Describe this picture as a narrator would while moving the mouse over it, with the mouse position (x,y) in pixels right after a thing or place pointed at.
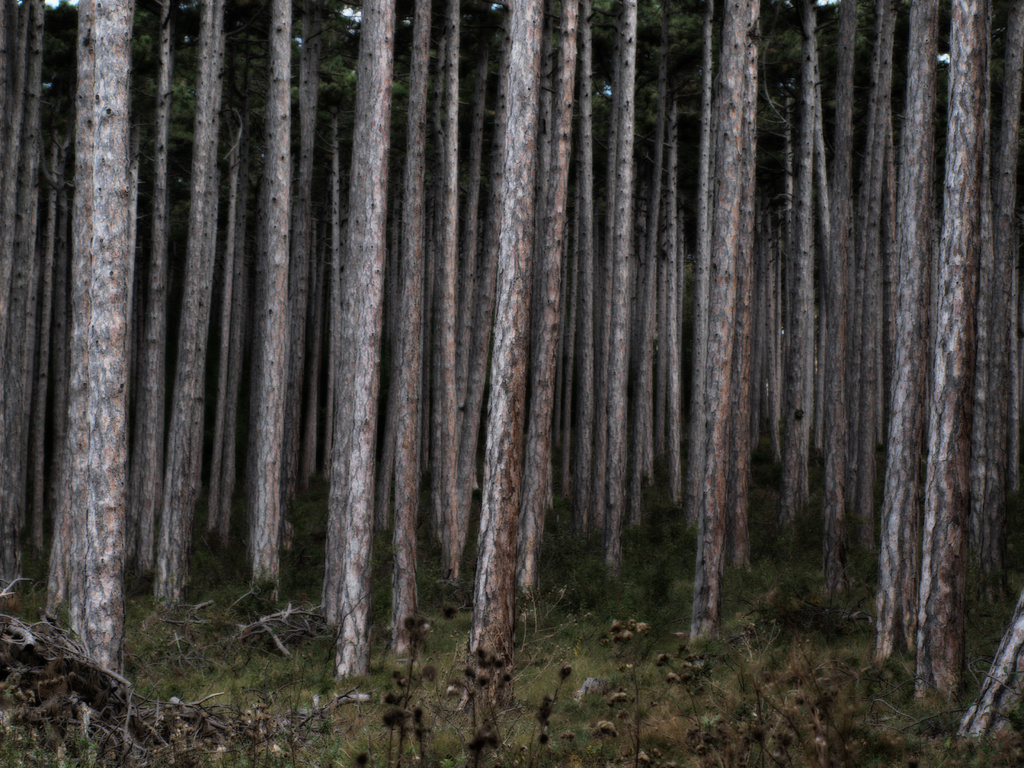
In this image there are trees (768,33). At the bottom (933,733) there is grass (640,686). In the foreground (501,722) there are plants (624,695).
